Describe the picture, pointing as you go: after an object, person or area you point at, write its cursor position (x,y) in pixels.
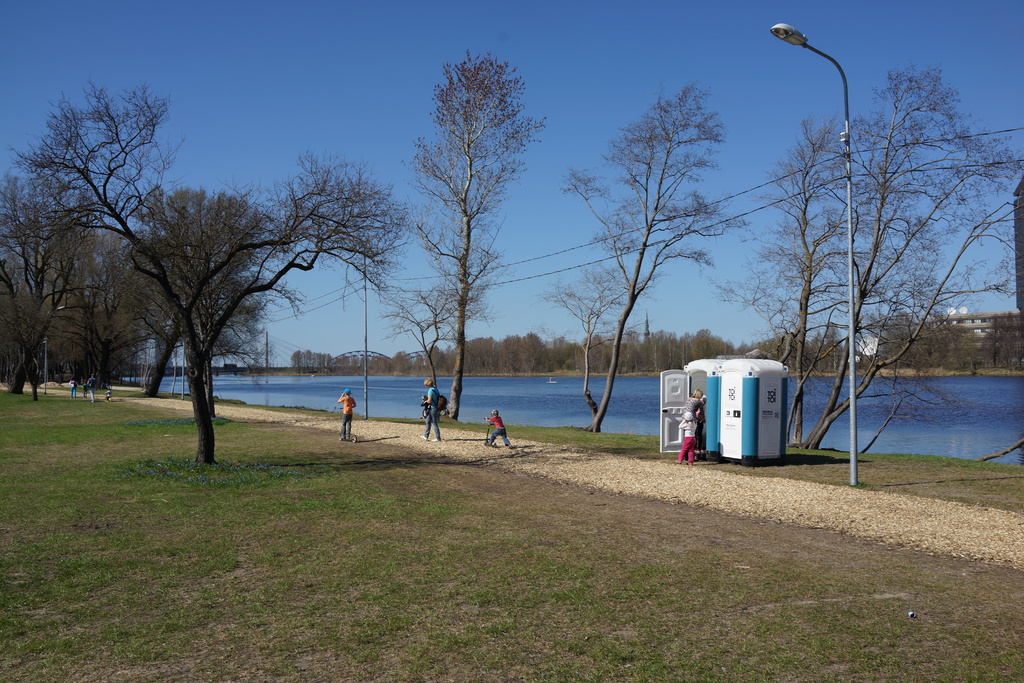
There are persons (432,425) on the ground (449,425), on which, there is grass (278,464) and there are trees (382,263). On the right side (765,385), there is a room (769,411), in which, there are persons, near a child (692,450) who is standing on the ground (693,473). In the background (495,394), there is a river (506,380), near trees (627,346) and there is blue sky (444,42).
